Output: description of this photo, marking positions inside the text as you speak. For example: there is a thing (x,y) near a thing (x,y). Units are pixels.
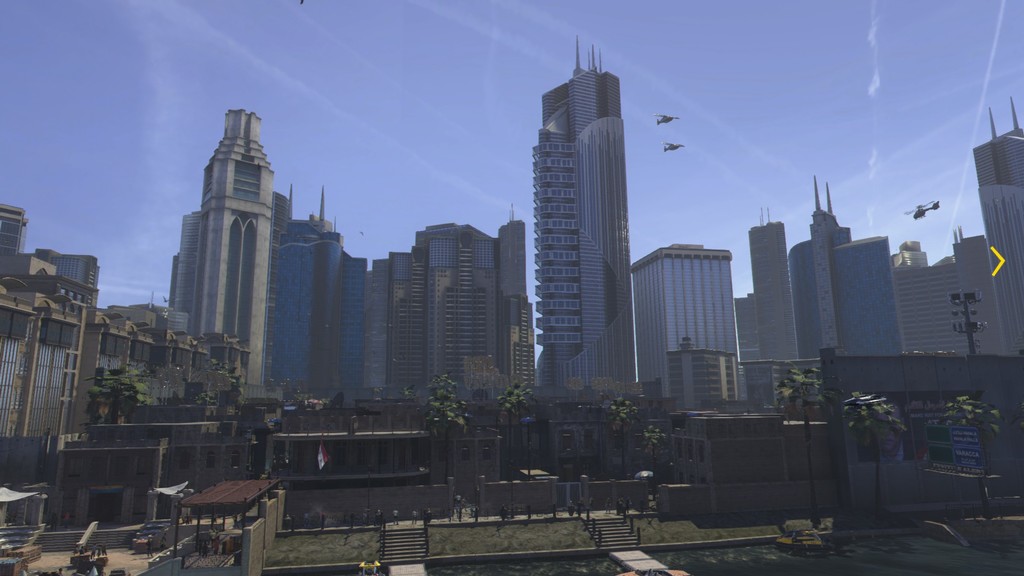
In this image I can see few buildings (76,331) in white and cream color, and trees (780,399) in green color. Background (879,88) the sky (719,123) is in blue color.
